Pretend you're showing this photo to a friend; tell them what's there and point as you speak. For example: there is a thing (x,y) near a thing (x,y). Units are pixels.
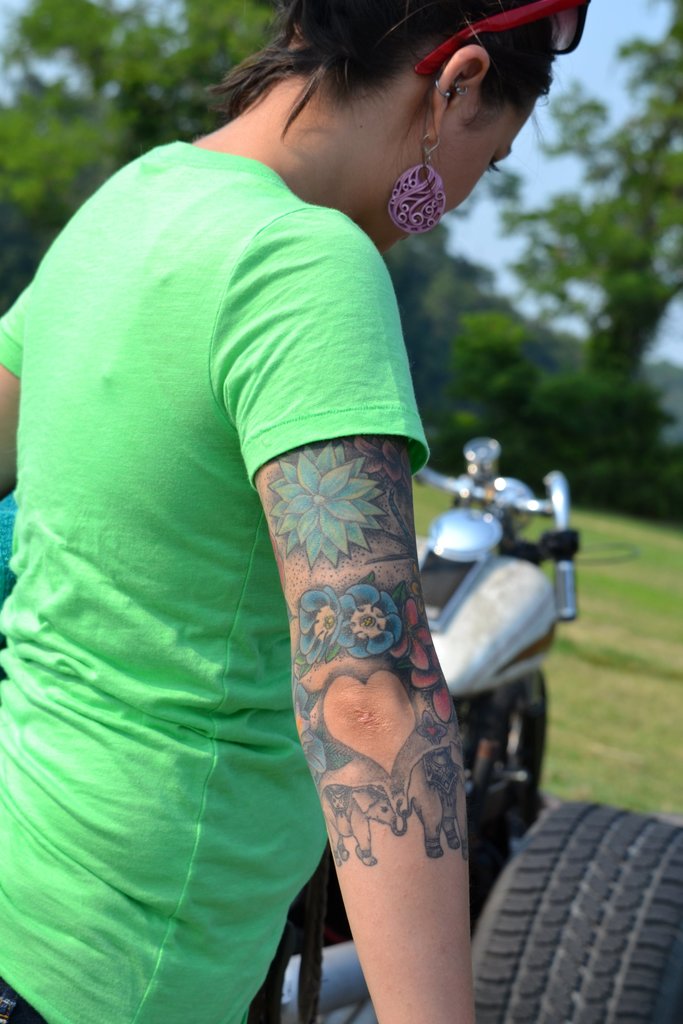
In this picture there is a woman (373,142) standing and we can see tattoos (348,671) on her hand (371,814). We can see tyre (560,942), bike (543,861) and grass (549,761). In the background of the image (514,390) it is blurry and we can see trees (624,250) and sky (592,19).
